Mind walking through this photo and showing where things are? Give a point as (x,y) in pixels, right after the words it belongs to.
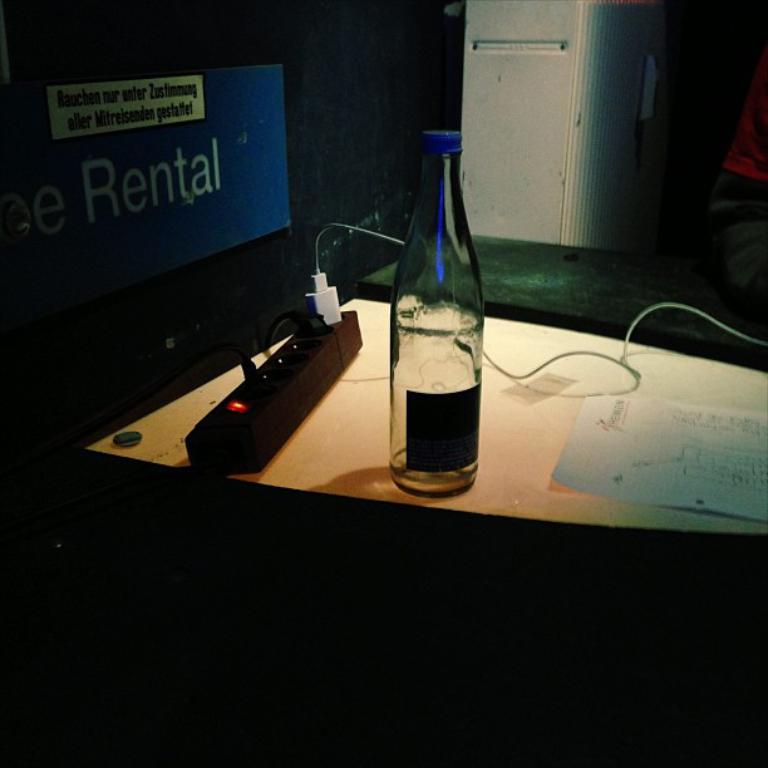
This is the table (318,469) with a bottle (462,448), paper (674,451) and plug box (287,398) on it. I can see a cable (320,279) connected to the plug box (280,416). This looks like a board (262,146), which is attached to the wall (324,106). I think this is a white color object (562,111). At the right corner of the image (729,204), I can see a person (724,198) sitting on the bench (600,283).
